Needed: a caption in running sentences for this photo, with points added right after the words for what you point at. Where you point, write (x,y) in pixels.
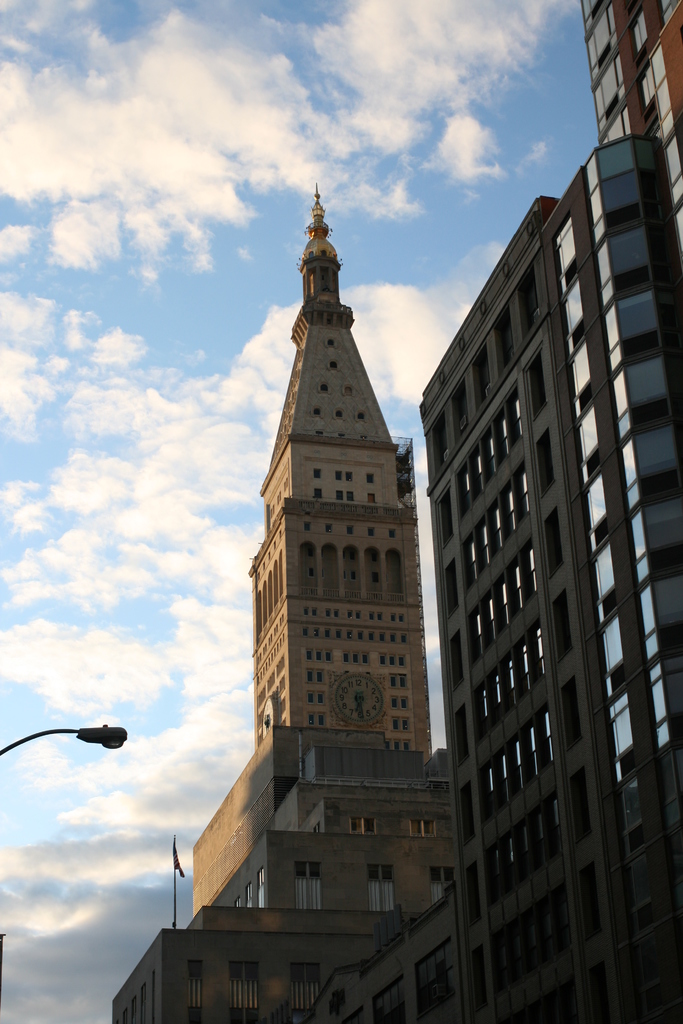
We can see buildings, light (101,733) and flag (182,872) with pole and we can see sky (216,272) with clouds (133,453).
